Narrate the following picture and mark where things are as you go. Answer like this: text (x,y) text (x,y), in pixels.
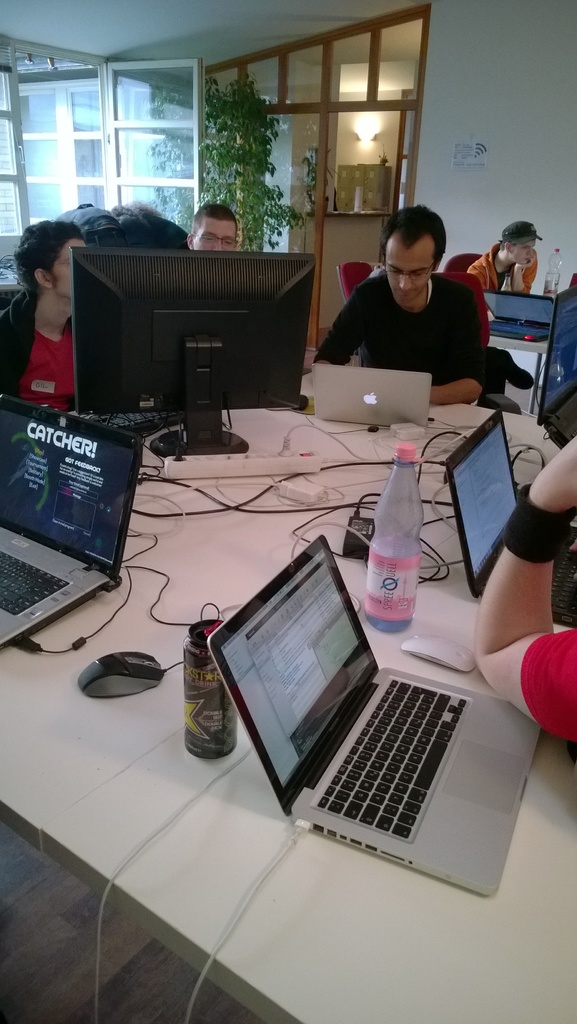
This persons (190,243) are sitting around this table (136,646), on this table (162,626) there is a mouse (123,663), bottle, laptops (287,645), monitor (120,350), keyboard (131,423) and cables (266,490). Far this person (489,270) is sitting on a chair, in-front of him there is a table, on this table (524,348) also there is a laptop (533,307) and bottle (555,260). A light (365,126) is attached to the wall (337,144). In-between of the glass doors (309,87) there is a plant (237,185).
